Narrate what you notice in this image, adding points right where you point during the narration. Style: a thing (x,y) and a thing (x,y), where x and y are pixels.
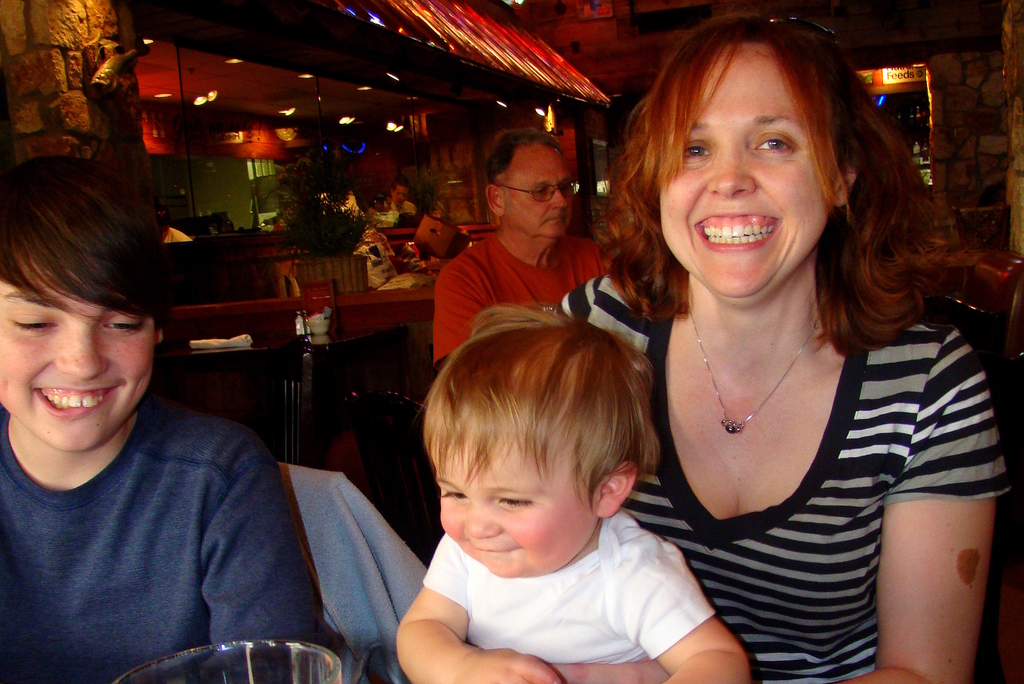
This image consists of few persons (705,326). In the front (645,423), we can see a woman (691,532) holding a kid (677,565). In the background (118,38), there is a wall (76,55) and a roof (558,63). And we can see the potted plant (338,287) and light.
